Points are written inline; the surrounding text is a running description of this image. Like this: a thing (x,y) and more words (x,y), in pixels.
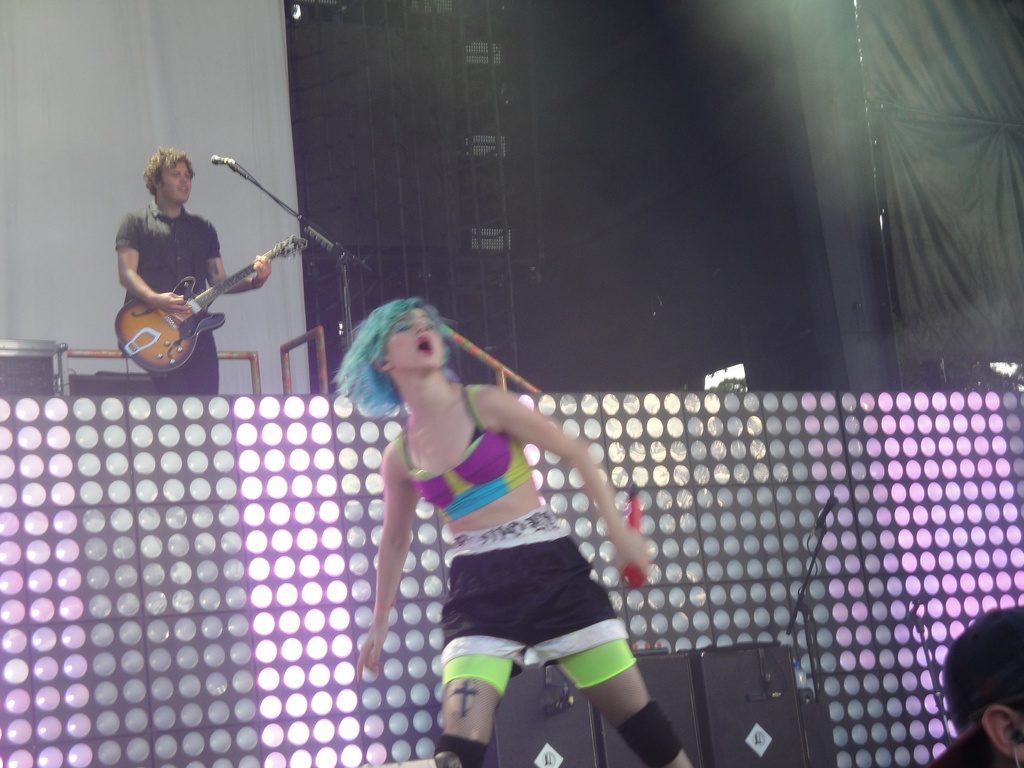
In this picture we can see a man (173,241) standing in front of a mike (240,171) singing and playing guitar (224,317) on the platform (680,401). Near to the platform (204,707) we can see a woman (617,526) holding a mike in her hand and shouting. These are speakers (681,736).
